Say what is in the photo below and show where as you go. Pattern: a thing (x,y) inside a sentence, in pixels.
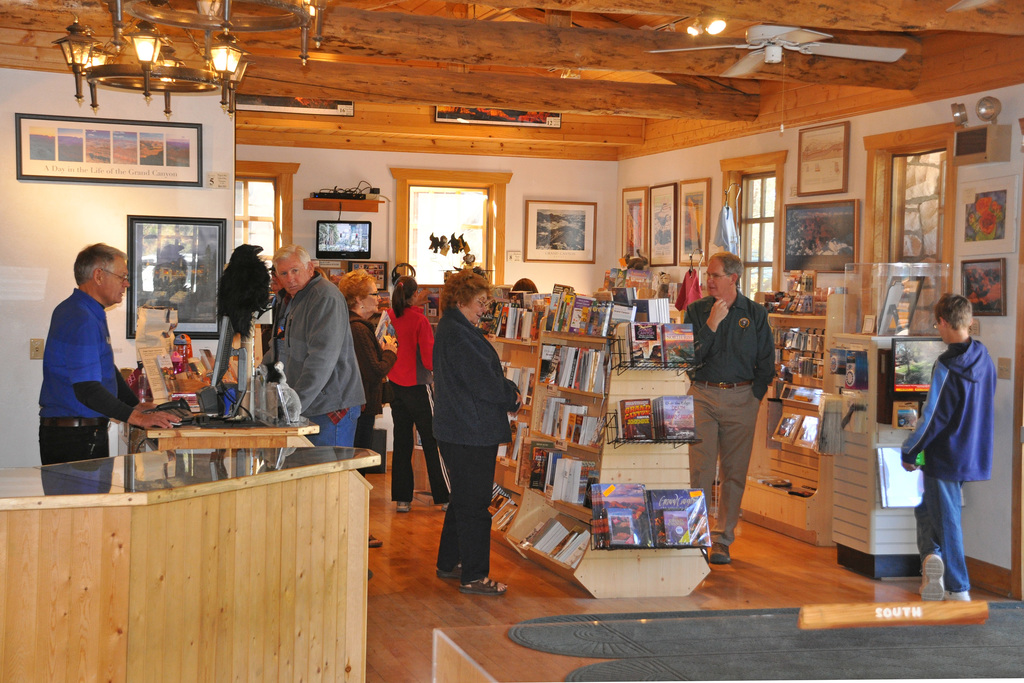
There are groups of people (322,334) standing. These are the photo frames (154,229), which are attached to the walls (874,132). I think this is a bookstore (595,332). These are the books (566,368), which are arranged in the racks (621,449). I think this is a television (354,245), which is fixed to the wall (311,233). These are the windows (429,230). This is a table (209,430) with a computer (222,335), mouse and few other things (227,401) on it. I can see the lamps (151,26) and a ceiling fan (750,62), which are attached to the ceiling (638,66). This is a floor (539,588).
